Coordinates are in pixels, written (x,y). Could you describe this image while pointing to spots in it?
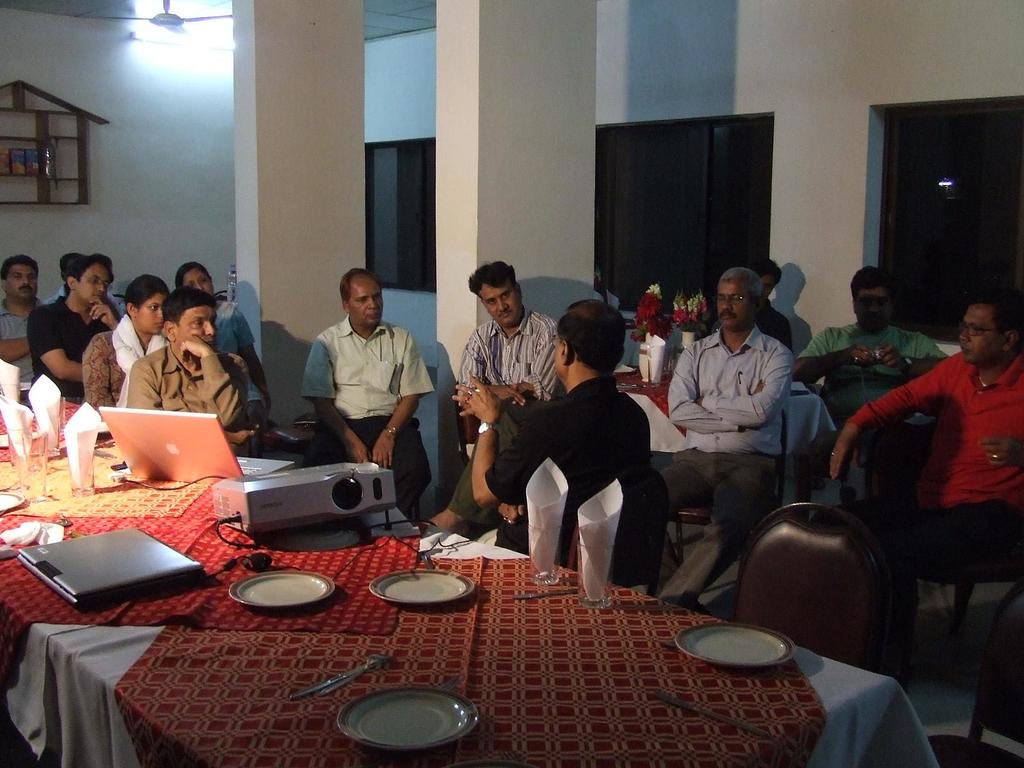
In this image In the middle (390,501) there is a table (257,654) on that there is a laptop (118,553), projector (315,508), plate (275,575), glass (591,583) and tissues (73,432). On the right (976,475) there is a man (972,417) he wear red t shirt (955,419) and trouser (958,540). In the middle (612,413) there is a man (727,388) he is sitting he wear shirt (707,400) and trouser (709,471). In the background (419,202) there is a wall (166,124), pillar (268,182) and window (374,185).
